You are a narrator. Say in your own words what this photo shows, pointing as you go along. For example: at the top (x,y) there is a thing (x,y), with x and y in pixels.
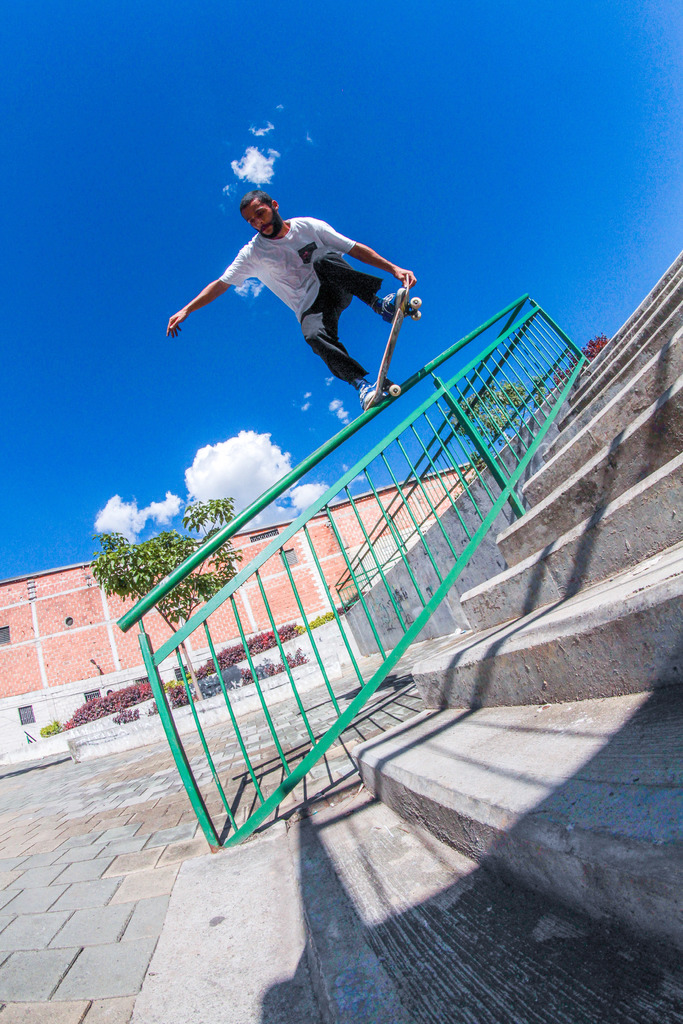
In this picture we can see a person (316,319) on a skateboard (389,364). There is a fence (561,331) on the stairs (238,844). There are a few flowers (284,636), a tree (151,570) and a building (40,606) in the background (234,547). Sky (213,115) is blue in color and cloudy.
